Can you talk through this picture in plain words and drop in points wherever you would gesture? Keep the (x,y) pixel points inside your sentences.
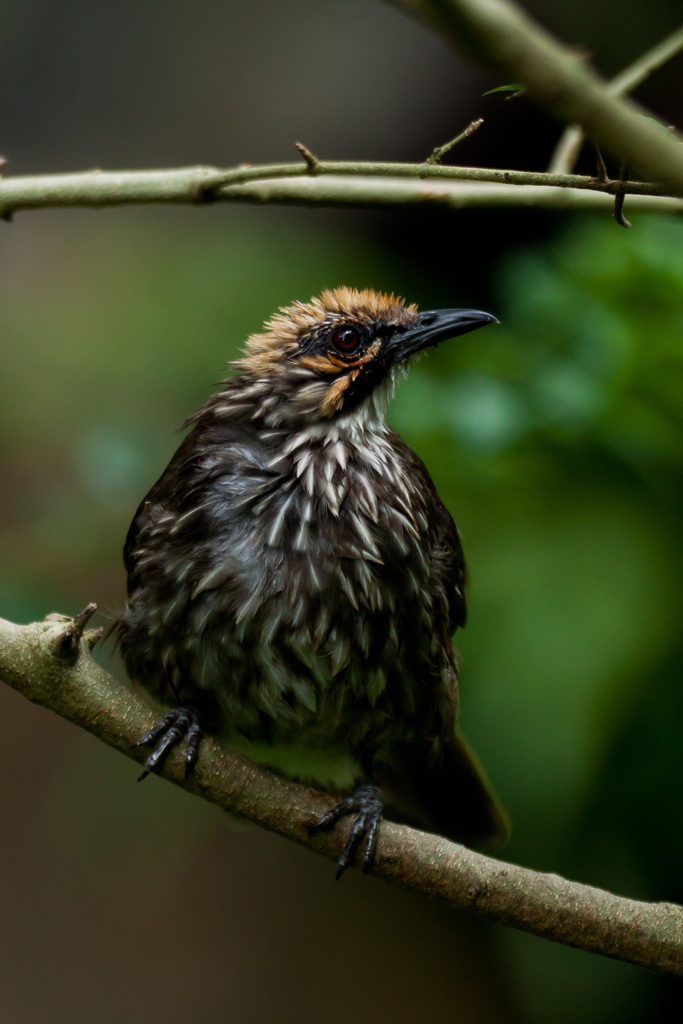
In the image we can see a bird (222,634), white, black and light brown in color, and the bird (342,316) is sitting on a tree branch (420,867). The background (104,345) is blurred.
